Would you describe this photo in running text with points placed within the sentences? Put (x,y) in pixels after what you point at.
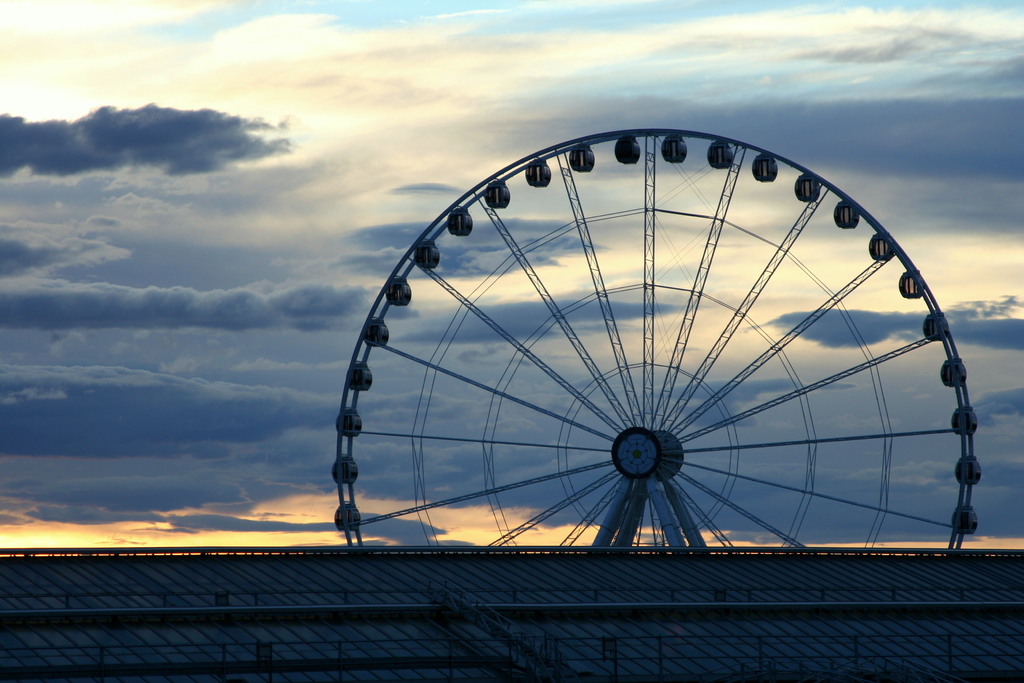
In the center of the image (430,442) we can see a giant wheel (547,479). At the bottom (309,595) there is a fence (448,597). In the background (313,181) there is sky (332,108).
